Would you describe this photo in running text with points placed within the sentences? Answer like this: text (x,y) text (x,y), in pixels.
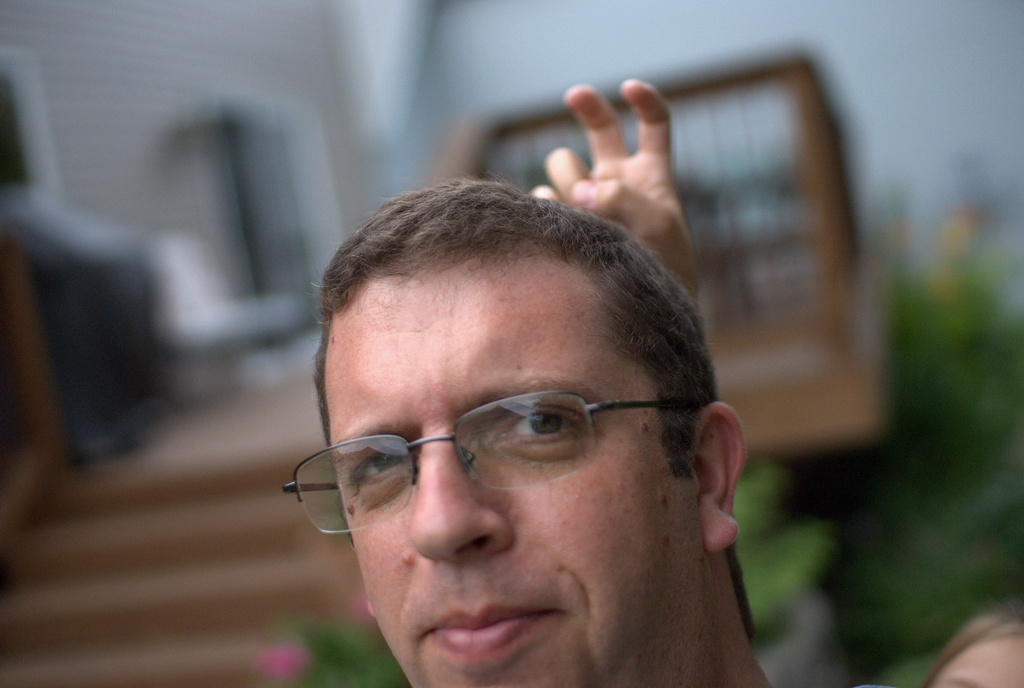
In this image, we can see a person head (503,551) on blur background. There is a person head (632,238) in the middle of the image (580,237).
